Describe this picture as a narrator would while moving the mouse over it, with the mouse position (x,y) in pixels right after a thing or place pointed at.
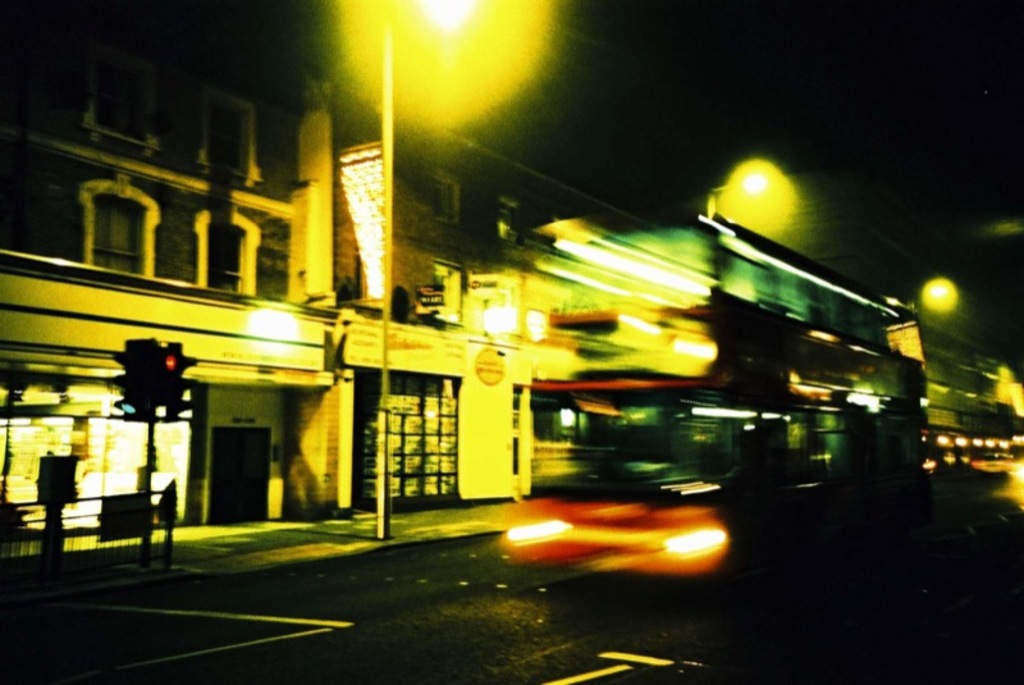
In this image, we can see a building (71,525), traffic signals (170,395), pole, walls (243,397) and lights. On the right side of the image (752,392), we can see few vehicles (810,470) are moving on the road (659,650). Background (983,4) there is a dark view.
